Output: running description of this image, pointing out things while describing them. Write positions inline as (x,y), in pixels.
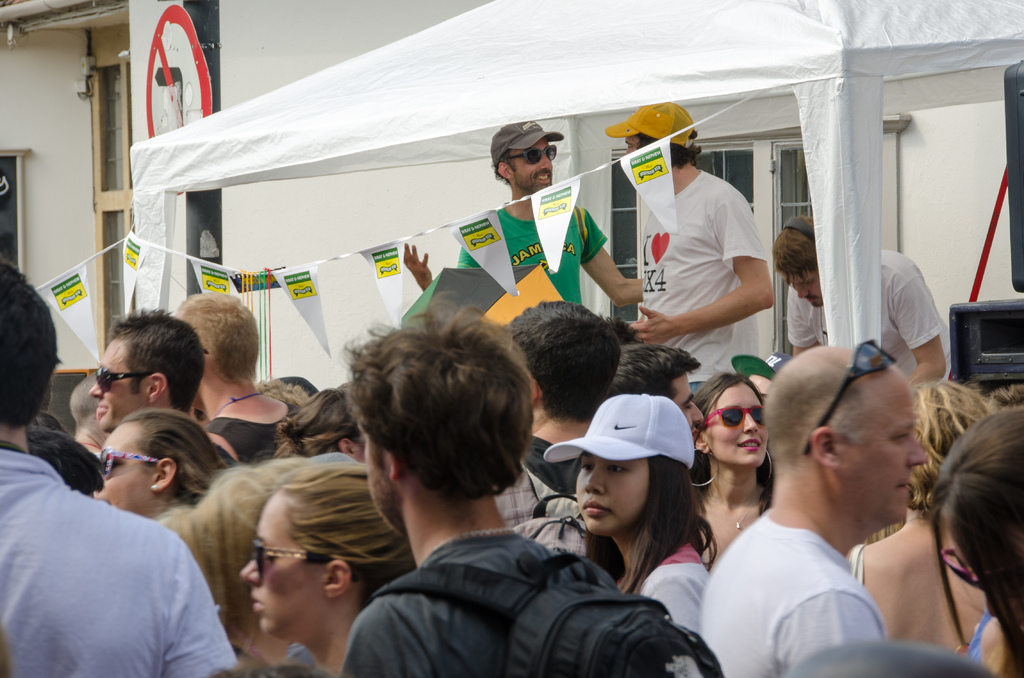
There is group of persons (571,386) in different color dresses (370,611) standing on the road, near a tent (383,105). Under this tent (921,36), there are three persons (691,179) on the stage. On the right side (1014,284), there are two speakers (1017,269). In the background (238,21), there is a signboard (200,79) which is attached to the pole (205,215) and there is a building (94,136) which is having glass windows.
